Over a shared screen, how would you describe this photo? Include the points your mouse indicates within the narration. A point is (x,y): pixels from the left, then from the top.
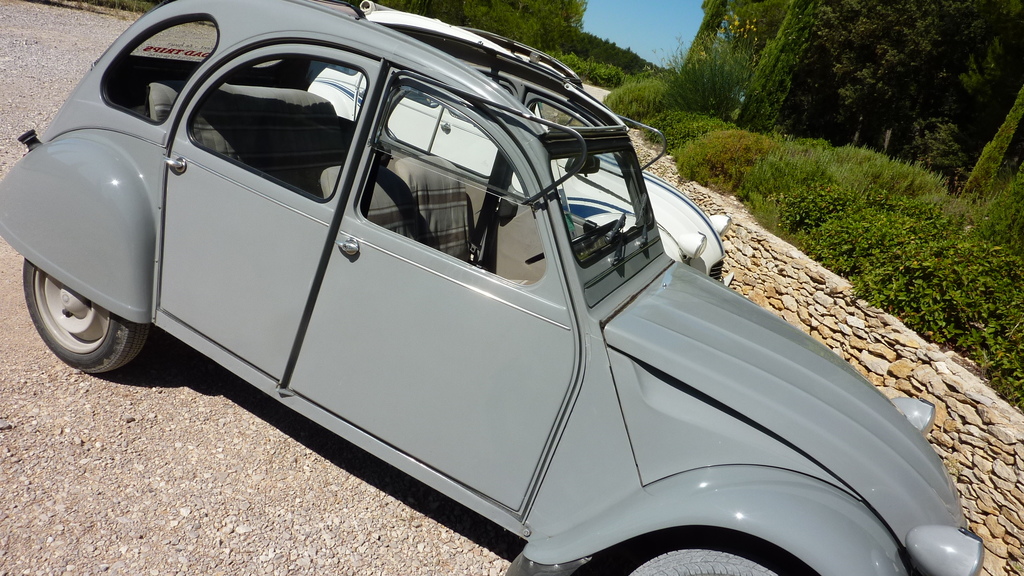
There are two cars (516,218) present in the middle of this image (545,268). There are some plants (887,265) and trees (776,120) in the background (770,124). There is a blue sky (633,28) we can see at the top of this image (640,12).
